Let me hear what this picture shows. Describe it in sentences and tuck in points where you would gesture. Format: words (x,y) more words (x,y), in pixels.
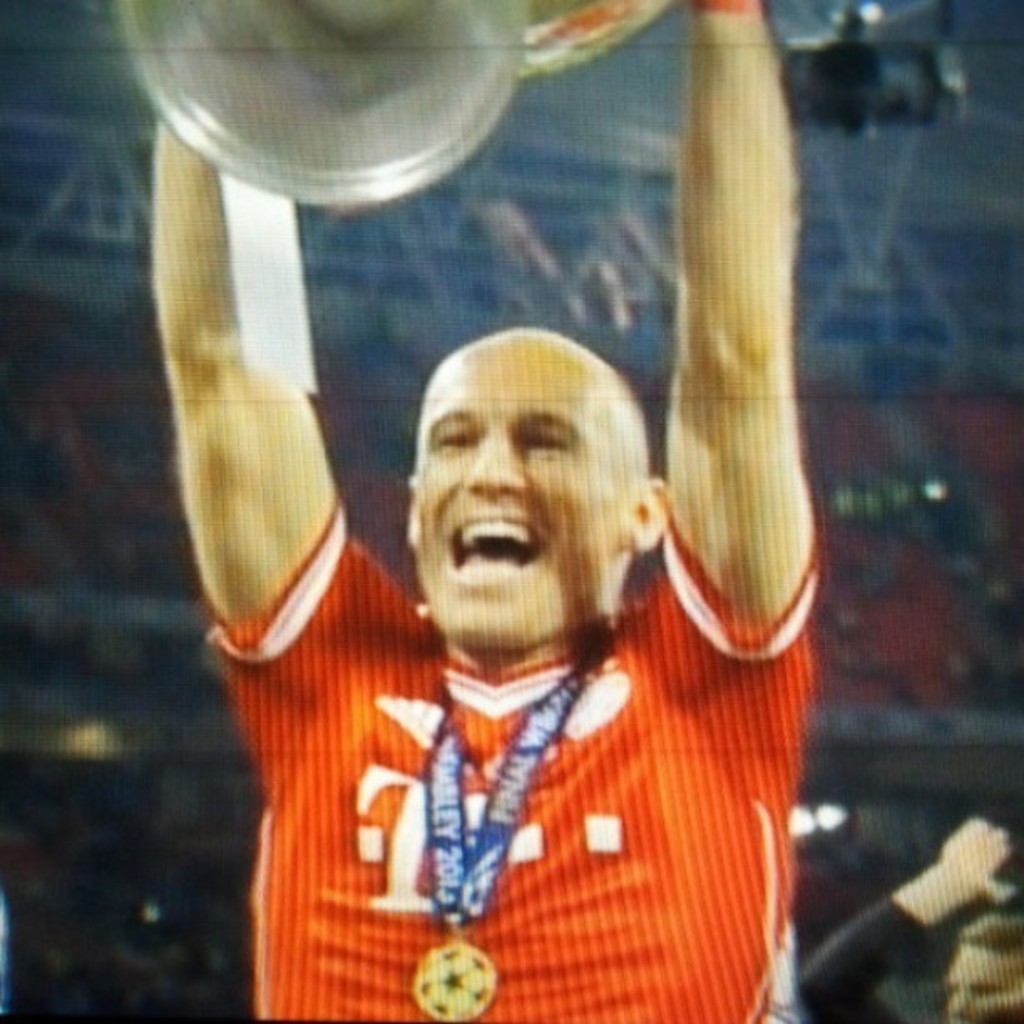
In the picture I can see a man (540,614) is standing and holding some object (481,125) in hands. The man (518,715) is wearing a medal (503,841) and a jersey (522,834). In the background (845,887) I can see a man (968,993) and some other objects (533,306).
